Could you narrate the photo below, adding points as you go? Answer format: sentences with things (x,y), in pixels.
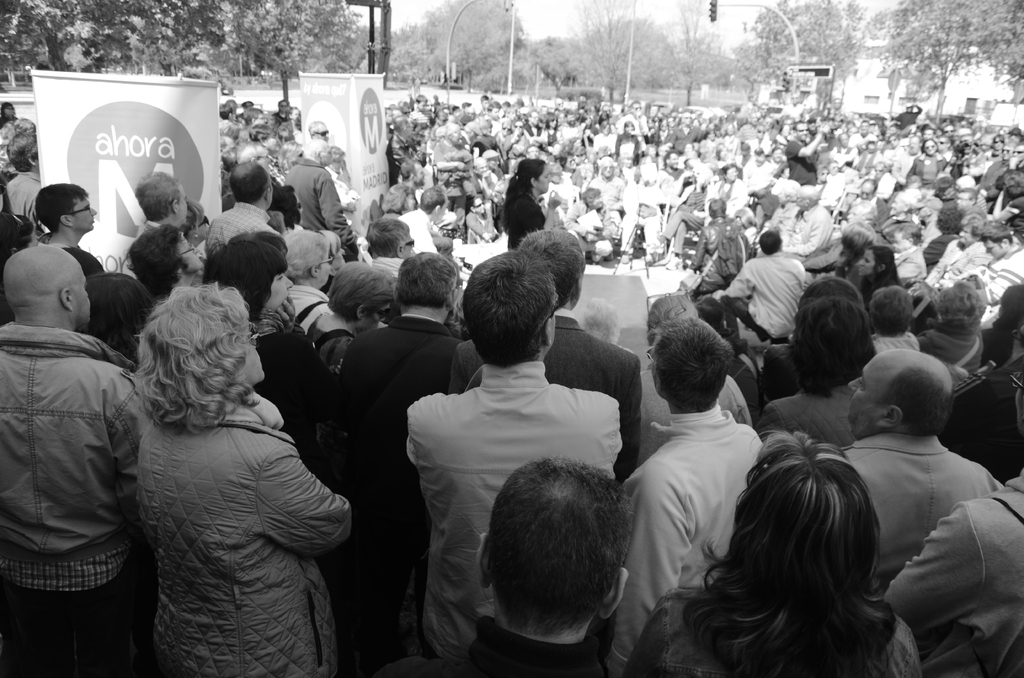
In the picture we can see many people (677,389) are standing and some people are sitting and in the middle of them we can see a woman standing and talking something and behind her we can see two banners (50,144) and behind it we can see some trees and in the background (693,75) we can see some trees (679,75), poles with lights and traffic lights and beside it we can see some house (988,108).
